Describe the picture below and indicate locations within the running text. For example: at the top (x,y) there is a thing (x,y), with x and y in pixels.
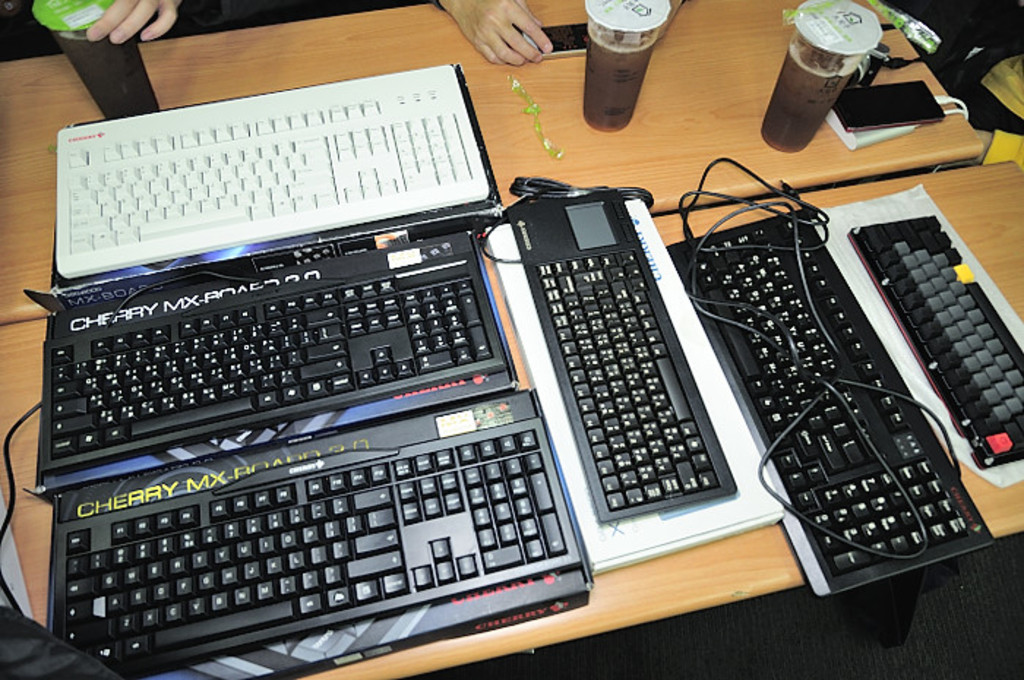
There is a table (693,144) where lot of keyboards (967,422) are placed along with coffee cups (776,93) and phone (924,111) with power bank (856,141).
